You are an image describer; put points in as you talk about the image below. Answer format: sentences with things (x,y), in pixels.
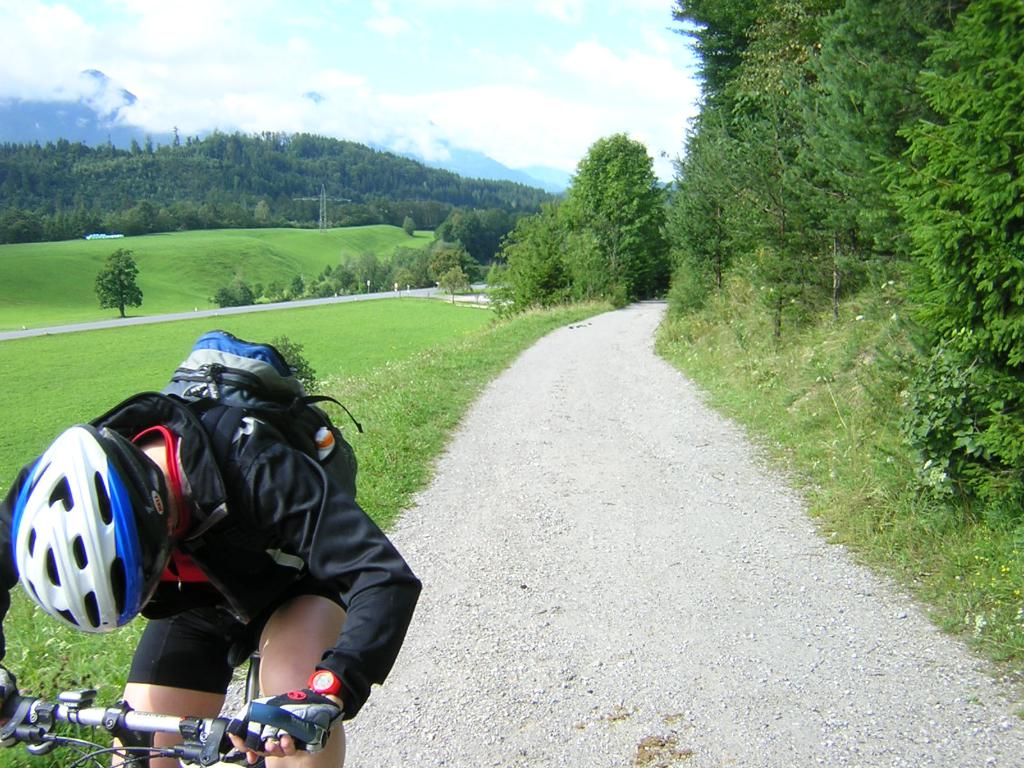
At the top (223,99) we can see sky (248,91) with cloud (306,81). These are trees (959,121). Here we can see person (93,493) wearing a helmet (153,492) and a backpack (234,384) riding bicycle (254,697). This is grass (386,401). Here we can see a tower (321,196).
